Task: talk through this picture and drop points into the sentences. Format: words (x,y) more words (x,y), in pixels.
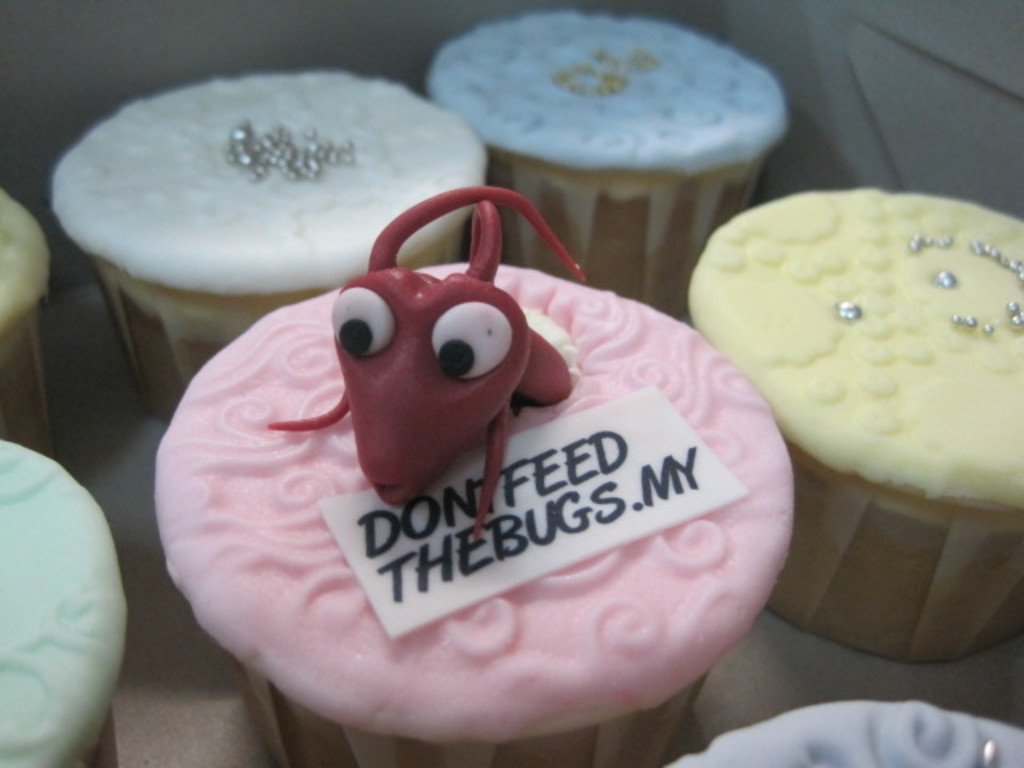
In this image we can see a pink color cupcake (700,568) on which we can see some text (424,549) and an insect decoration (436,402). Here we can see a few more cupcakes (16,321).
